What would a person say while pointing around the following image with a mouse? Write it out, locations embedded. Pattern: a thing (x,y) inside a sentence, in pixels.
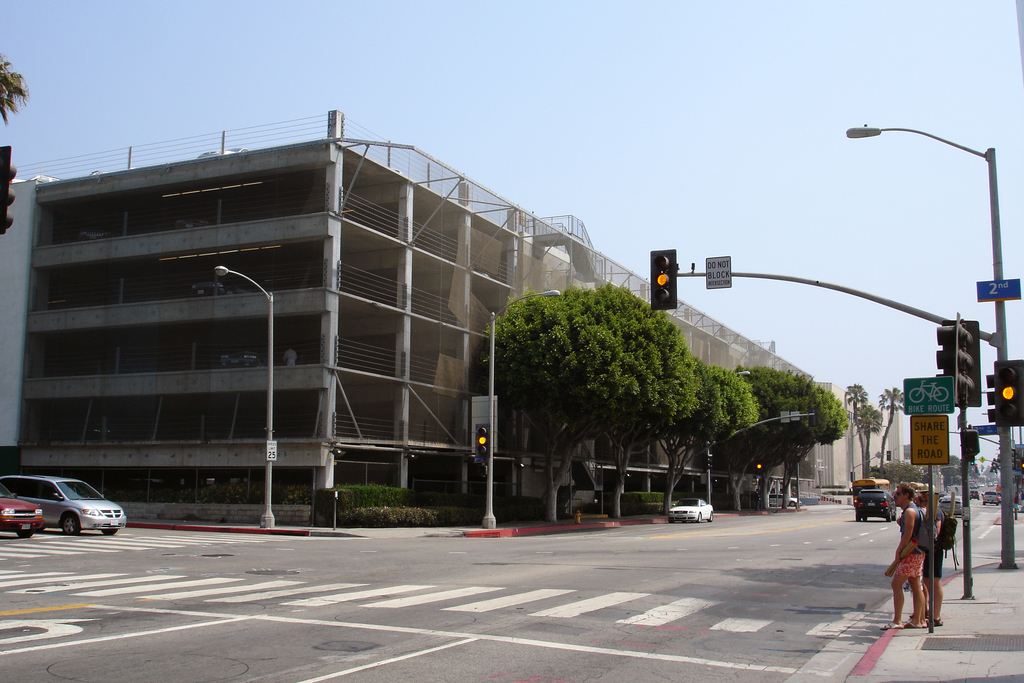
There are two vehicles (104,525) on the left side of this image (78,511) and there are some other cars (881,506) on the road (768,537) as we can see on the right side of this image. There are some trees (682,384) and a building (480,380) in the background (455,409). There are signal boards (949,397) and some persons (911,511) are standing on the right side of this image (904,489).
